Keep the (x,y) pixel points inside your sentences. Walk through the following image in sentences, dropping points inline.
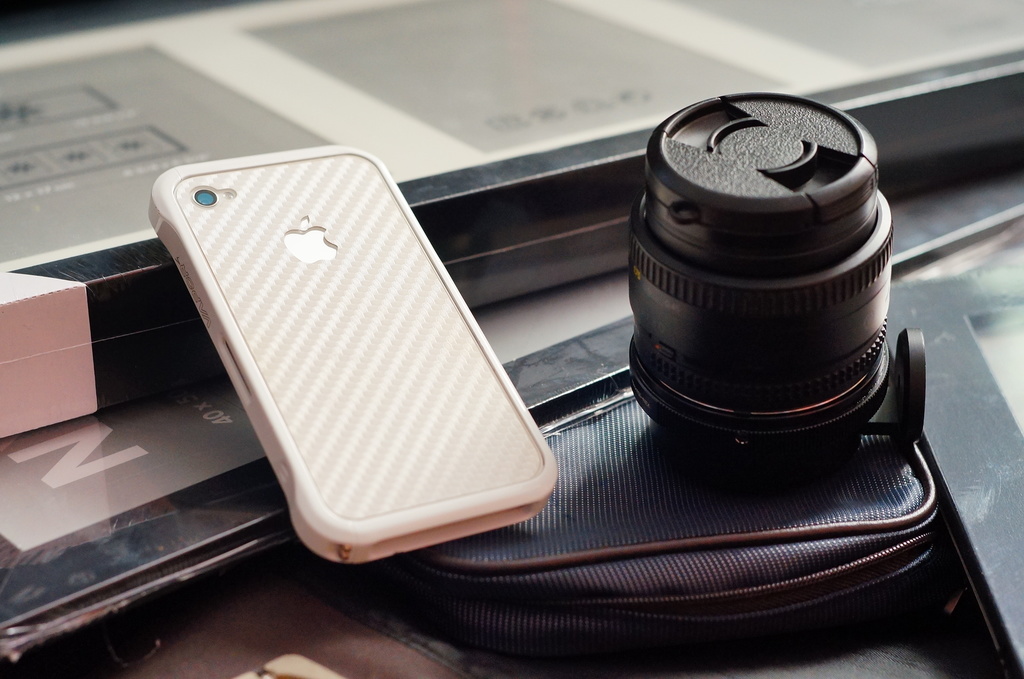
In this image there is a phone (340,378), camera lens (714,415), bag (626,475) and objects (1022,587).
